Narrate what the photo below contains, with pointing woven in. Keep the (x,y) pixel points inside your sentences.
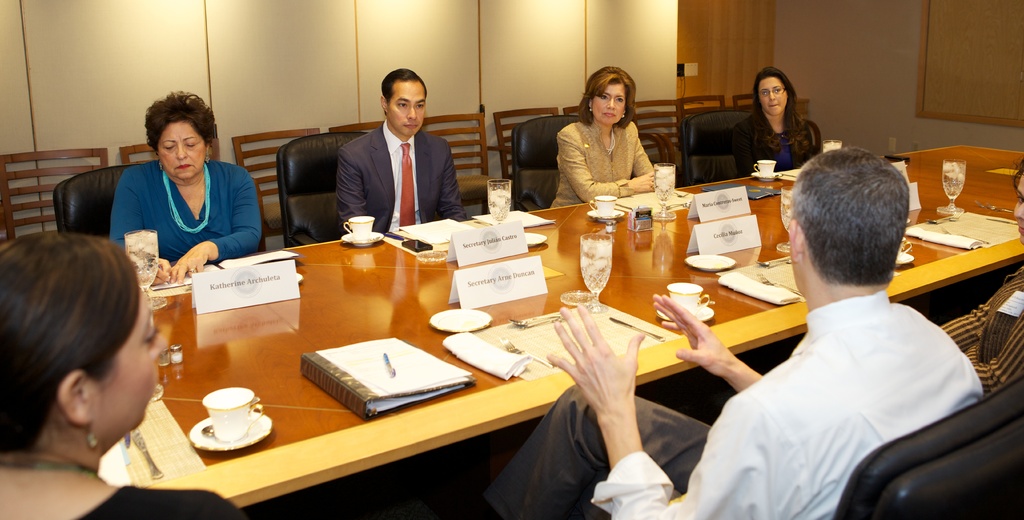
This picture is taken in a room (416,225) where all the persons (833,225) are sitting on the chair (866,486). On the table (359,323) there are papers (378,371), glasses (605,260), cups (685,306), saucers (703,268), pen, name plates (493,252). In the background (277,70) there is wall (438,60), door (722,42). The woman (190,202) wearing a blue colour dress (217,202) at the left side (172,194) is doing some work on the paper (169,282) which is on the table (182,311). In the center (604,177) woman (607,159) is leaning on the table (694,278). There is a mobile phone (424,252) in front of the person (397,174) in the center (387,175) sitting on a chair (323,167) wearing a blue colour suit (375,178).
